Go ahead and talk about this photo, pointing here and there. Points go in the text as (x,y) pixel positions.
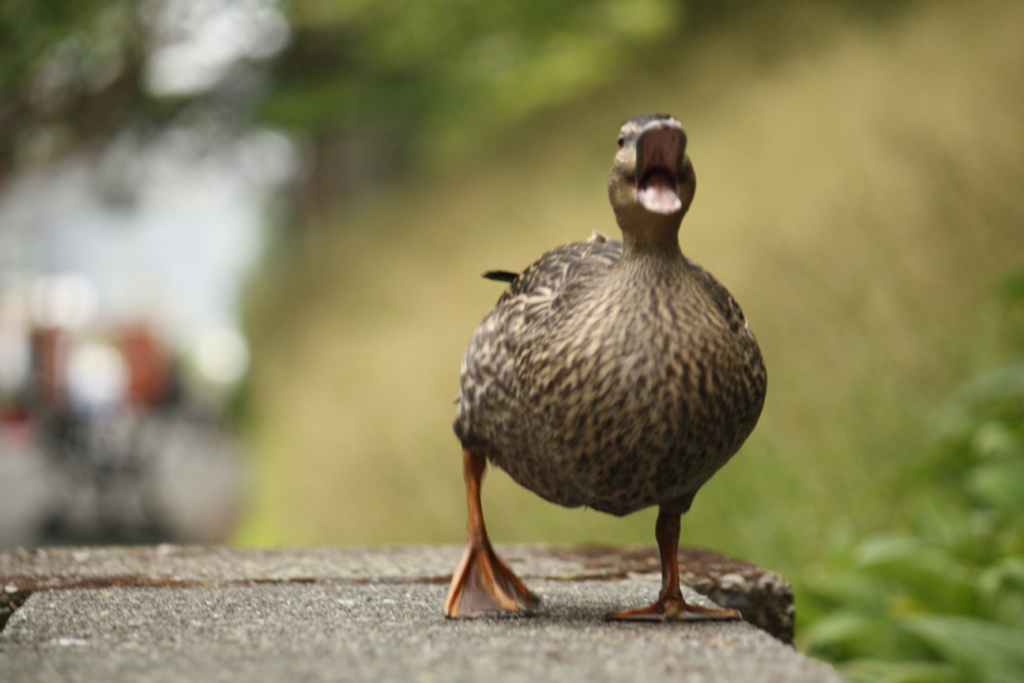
In this image we can see a duck (548,446) standing on stone (272,592). In the background (825,659) we can see group of plants (931,641), trees (332,133) and sky (188,280).
